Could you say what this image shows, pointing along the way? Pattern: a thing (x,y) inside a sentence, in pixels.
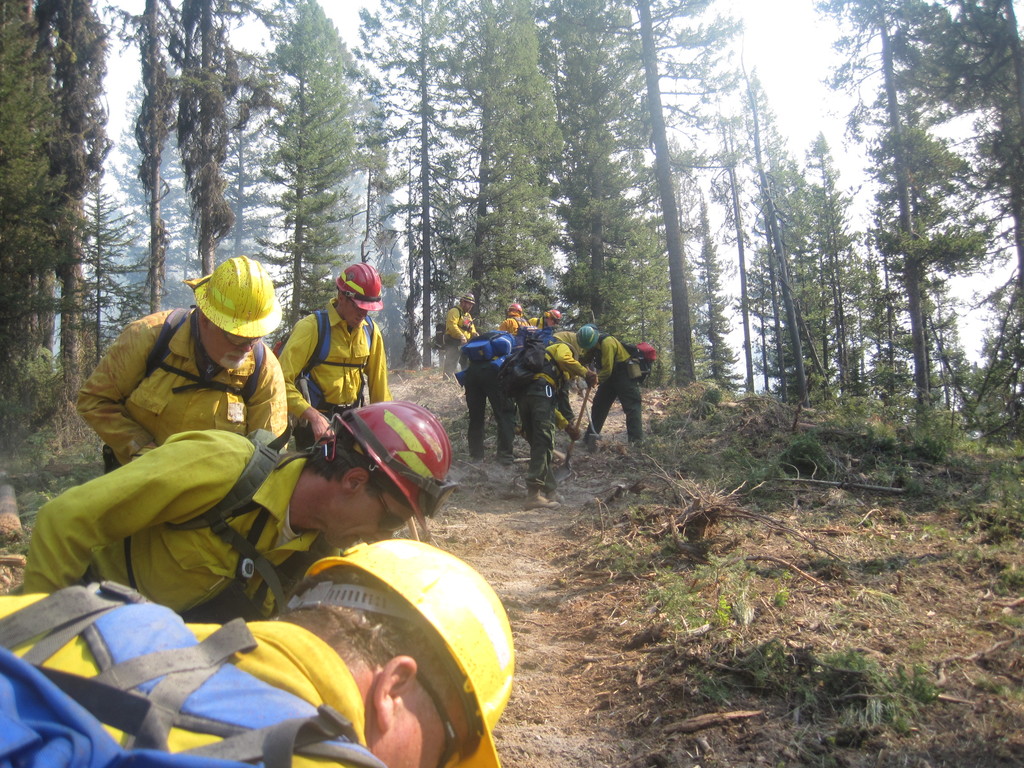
As we can see in the image there are few people (243,550) wearing helmets (447,592) and yellow color dresses (130,363). There is grass (926,571), trees (894,82) and at the top (811,52) there is a sky (871,44).
